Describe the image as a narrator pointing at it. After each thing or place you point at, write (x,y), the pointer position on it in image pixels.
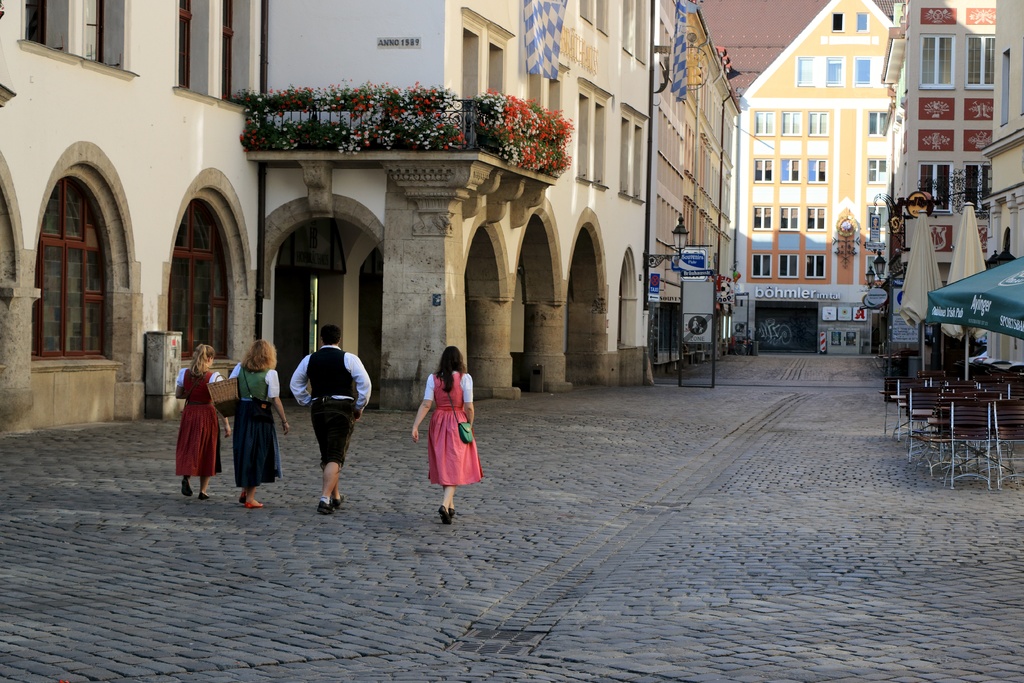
In this picture I can see four persons (251,398) walking, there are buildings (648,200), chairs (975,402), tables (912,355), umbrellas (969,264), there is a canopy tent (1002,321), there are lights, boards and banners (549,1).
